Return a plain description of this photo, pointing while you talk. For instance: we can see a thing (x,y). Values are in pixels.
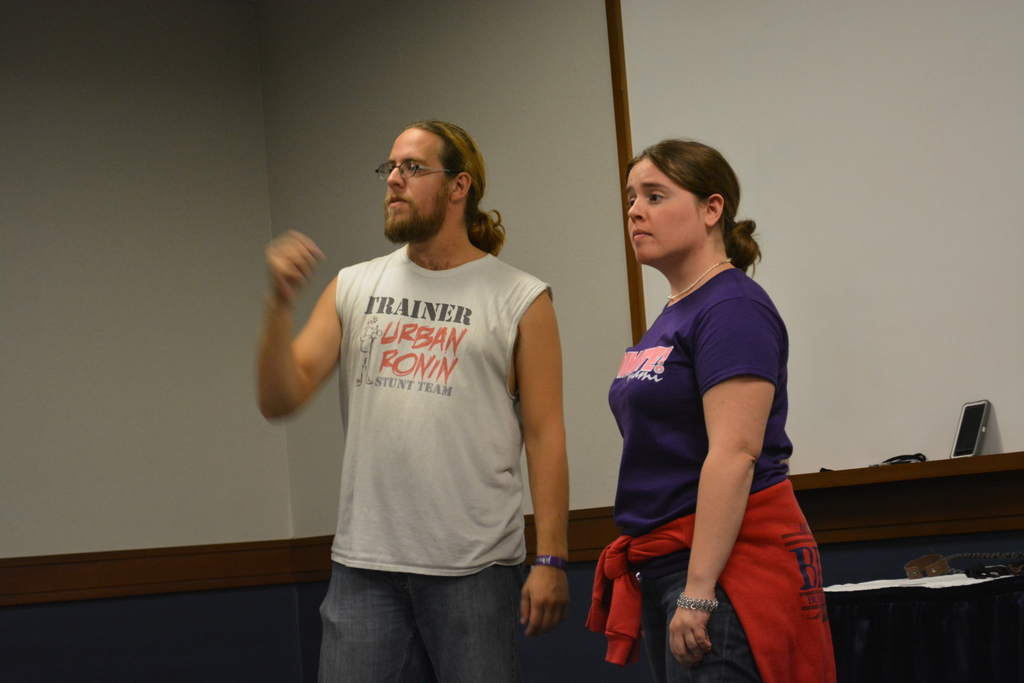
This image consists of a man (406,480) and a woman (720,439). The man (441,425) is wearing white T-shirt (480,409). The woman (663,418) is wearing blue T-shirt (677,443). In the background (529,74), there is a wall (797,243). To the right (999,476), there is a mobile (974,443) kept on the desk (984,481).
